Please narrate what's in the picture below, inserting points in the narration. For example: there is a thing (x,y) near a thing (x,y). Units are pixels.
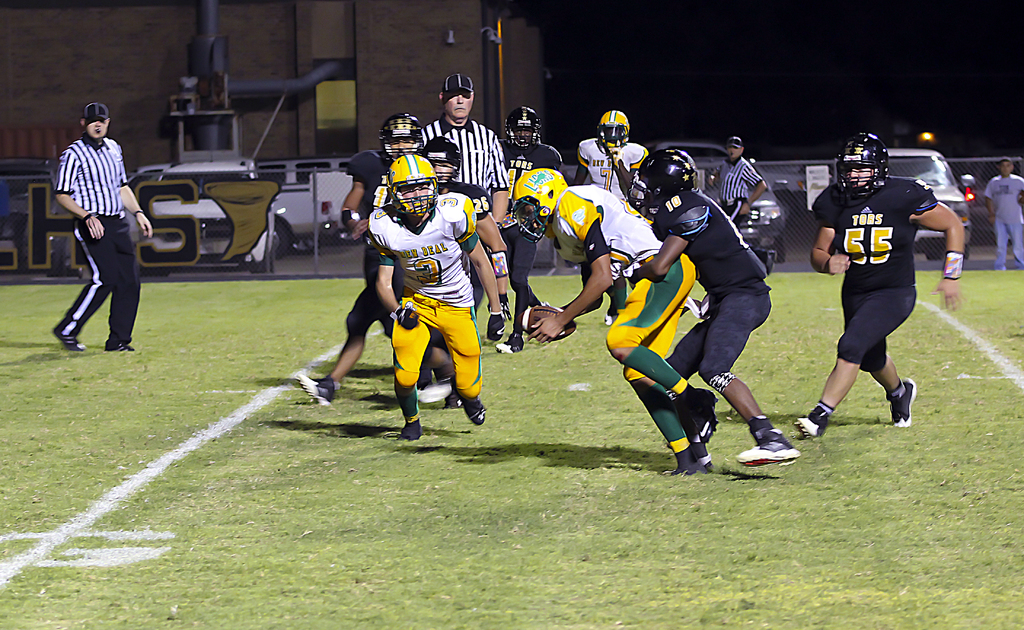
In this picture I can see few people (585,218) playing american football and I can see umpires (94,125) standing and I can see few cars (189,176) and a building (346,57) in the back (359,71). I can see metal fence (805,230) and grass (386,520) on the ground (234,543).
